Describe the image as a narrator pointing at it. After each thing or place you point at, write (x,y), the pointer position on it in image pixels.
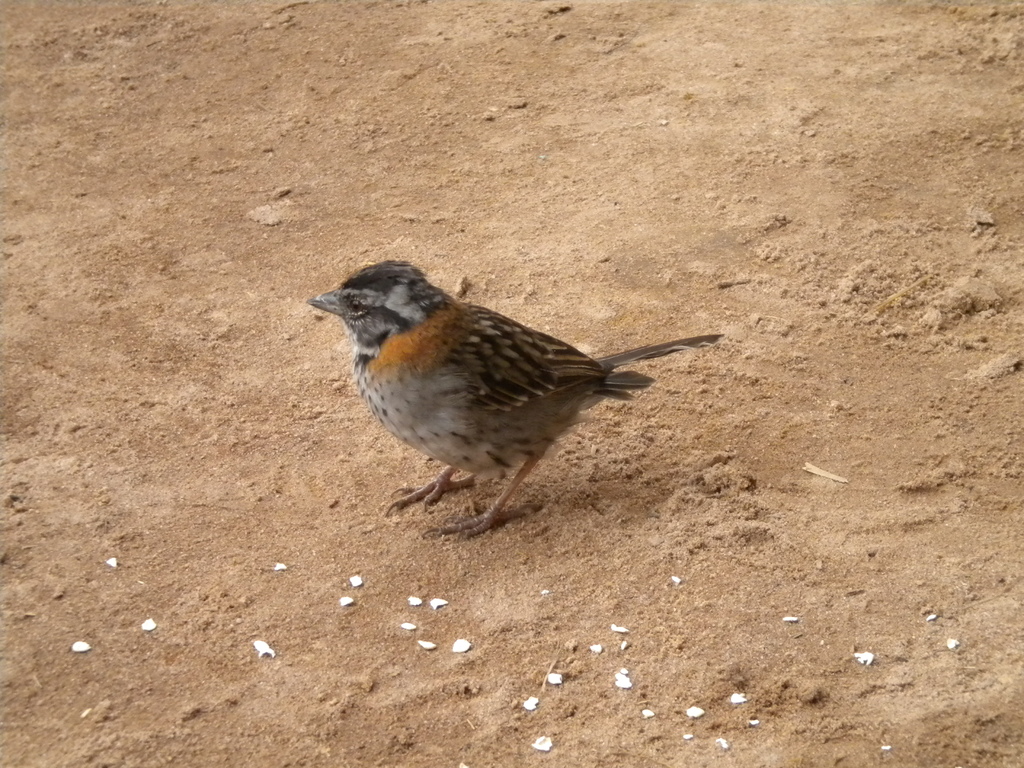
In this picture we can see a bird (365,288) and a few things (459,644) on the ground (225,367).
